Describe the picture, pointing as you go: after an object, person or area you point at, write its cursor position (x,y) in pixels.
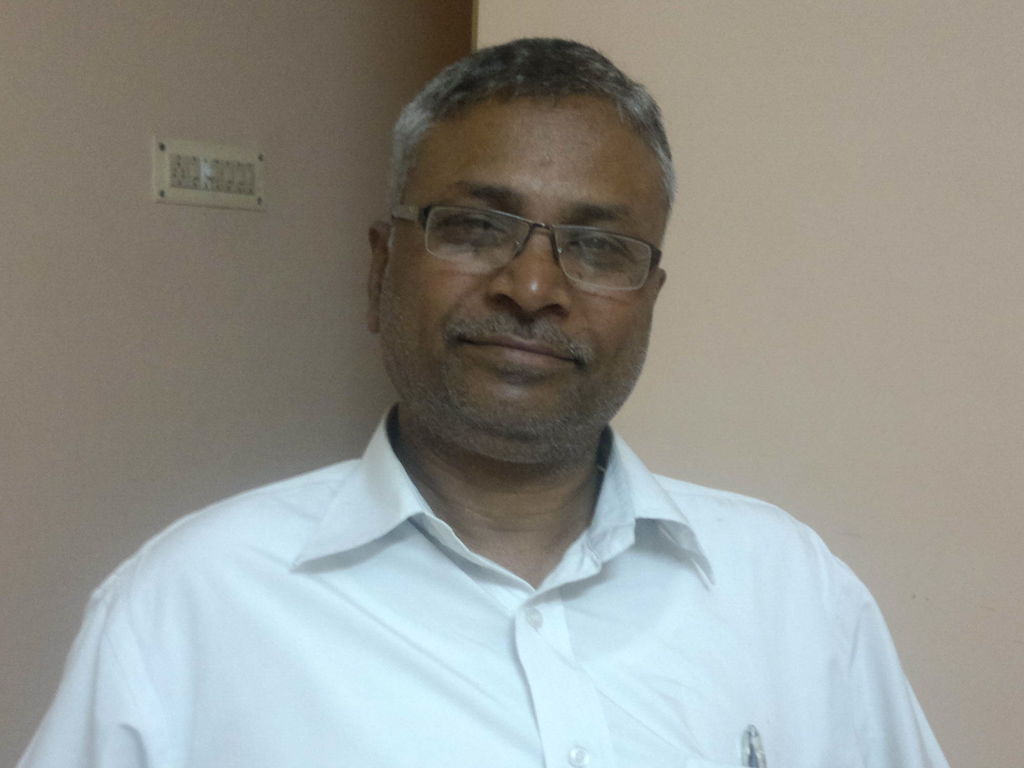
In this picture, we see a man (580,371) is wearing the white shirt (609,608) and the spectacles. We see a pen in his pocket (737,764). He is smiling and he might be posing for the photo. Behind him, we see a wall (855,312). On the left side (216,85), we see a wall (213,131) and the electric switch board (254,206).
